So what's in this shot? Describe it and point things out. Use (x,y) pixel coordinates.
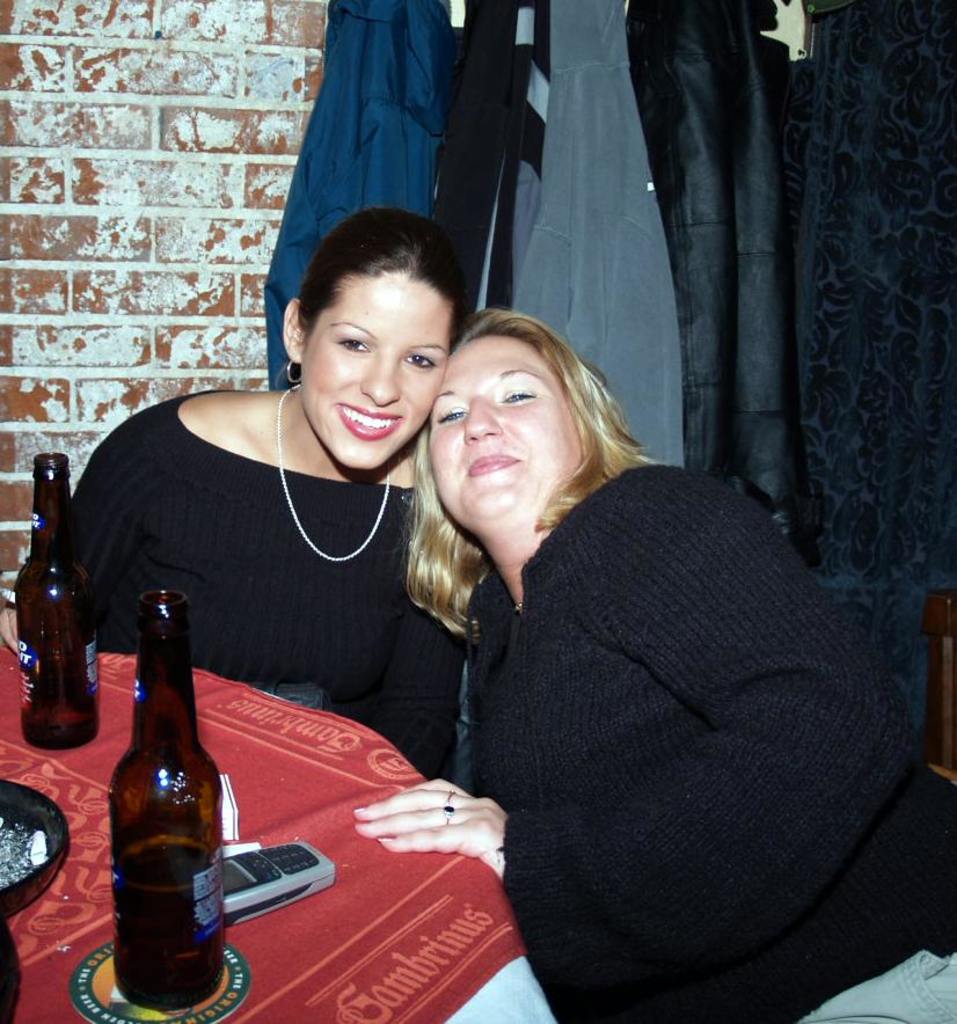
On the background (199,137) we can see a wall (194,192) with bricks (229,179). These are clothes (559,167). We can see two women (441,386) sitting on chairs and they both are carrying beautiful smile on their faces (409,436). On the table (300,913) we can see mobile phone (259,882) and bottles (169,861).
